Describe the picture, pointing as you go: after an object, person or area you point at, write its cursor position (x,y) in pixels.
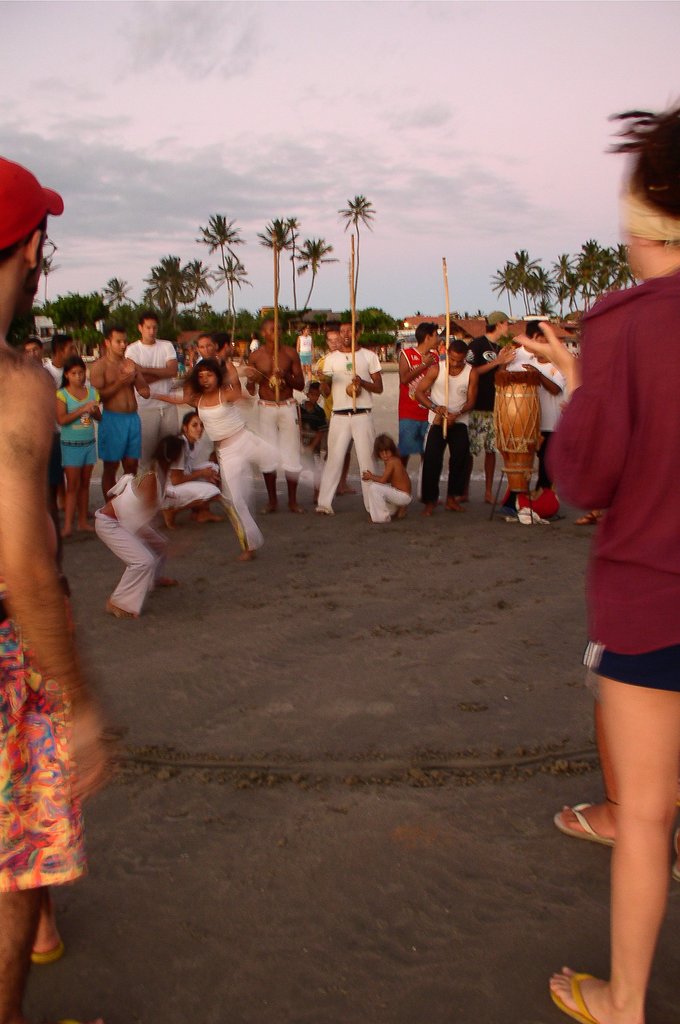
In this picture there are group of people (344,415) standing. There is a person (549,400) playing musical instrument (512,446). There are some trees (182,281) at the background (176,288). Sky (255,125) is cloudy.
